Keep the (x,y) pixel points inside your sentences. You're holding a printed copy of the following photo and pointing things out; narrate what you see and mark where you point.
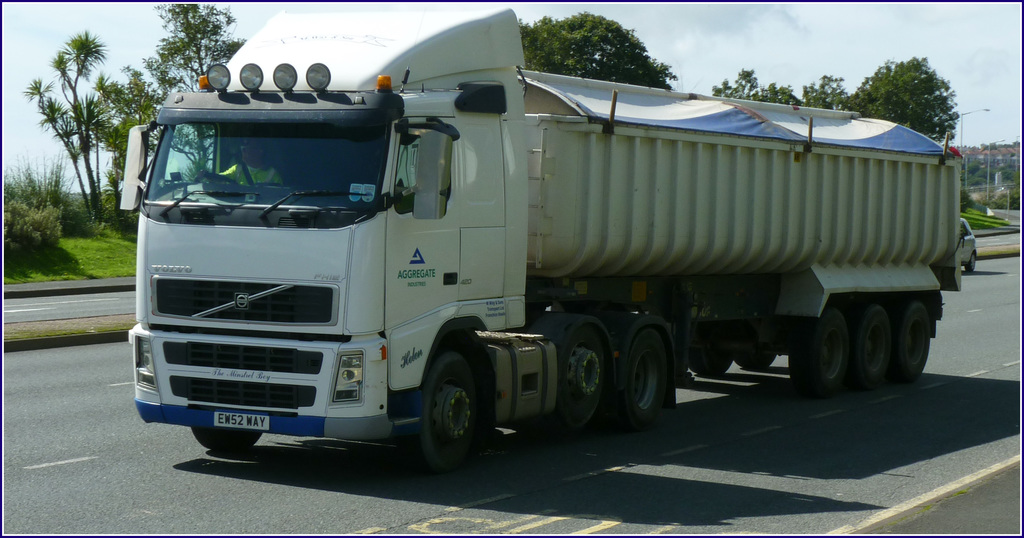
In this image we can see a motor vehicle (589,377) on the road (776,373) and a person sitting in it, street poles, street lights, trees (983,173), bushes (61,217) and sky (893,59) with clouds (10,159).
